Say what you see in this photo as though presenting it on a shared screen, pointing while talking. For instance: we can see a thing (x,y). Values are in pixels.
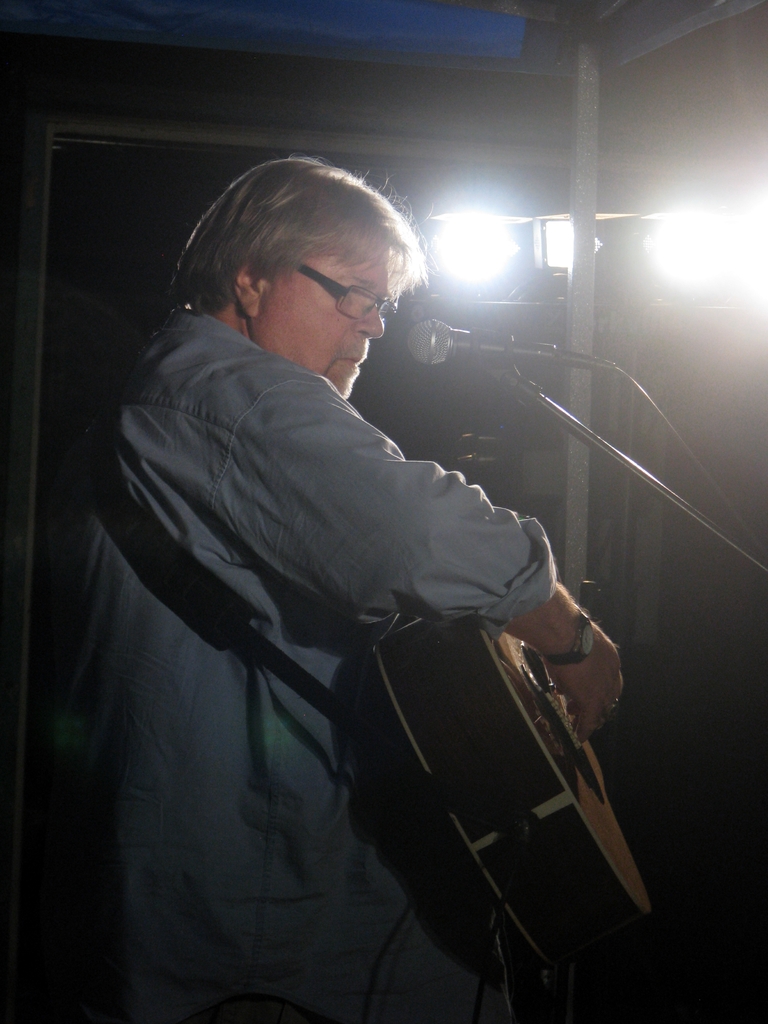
In this image, we can see a person (291,874) playing a musical instrument (542,770). We can also see a microphone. We can see some lights (676,280). We can see a pole (589,282) and a blue colored object (353,49) on the top (330,6). We can see the wall (299,73).
